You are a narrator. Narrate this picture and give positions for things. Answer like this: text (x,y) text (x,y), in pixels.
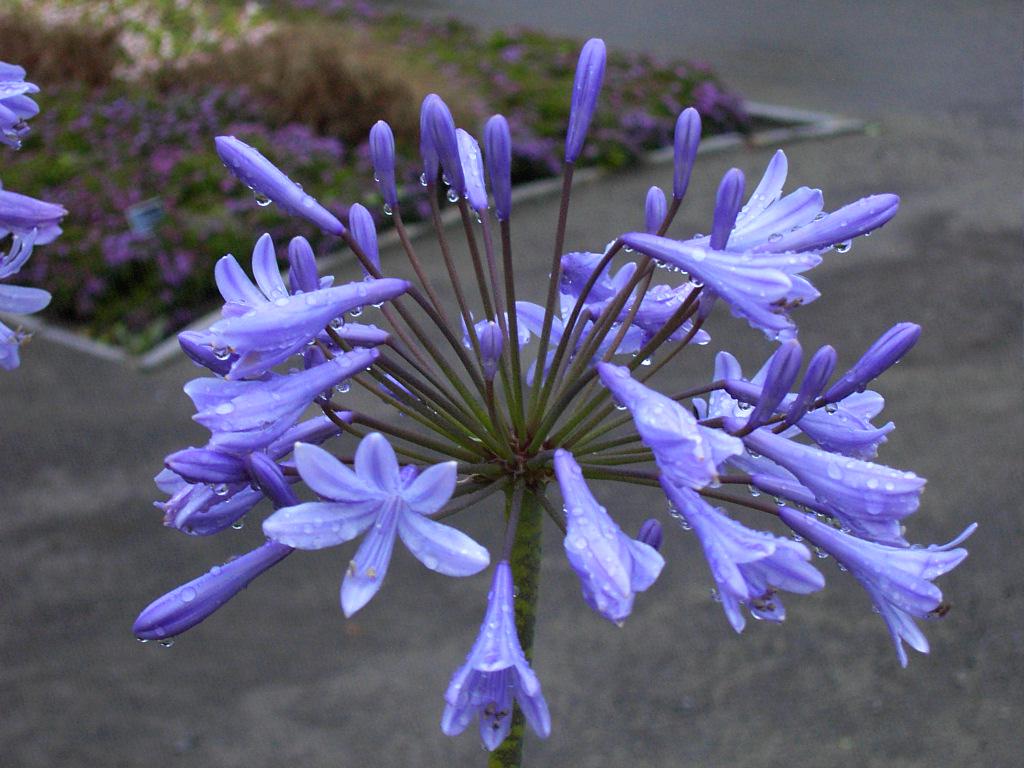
In the image there are purple flowers (633,403) to a plant (713,422) and behind there are many flower plants (168,112) on the land (925,101).
